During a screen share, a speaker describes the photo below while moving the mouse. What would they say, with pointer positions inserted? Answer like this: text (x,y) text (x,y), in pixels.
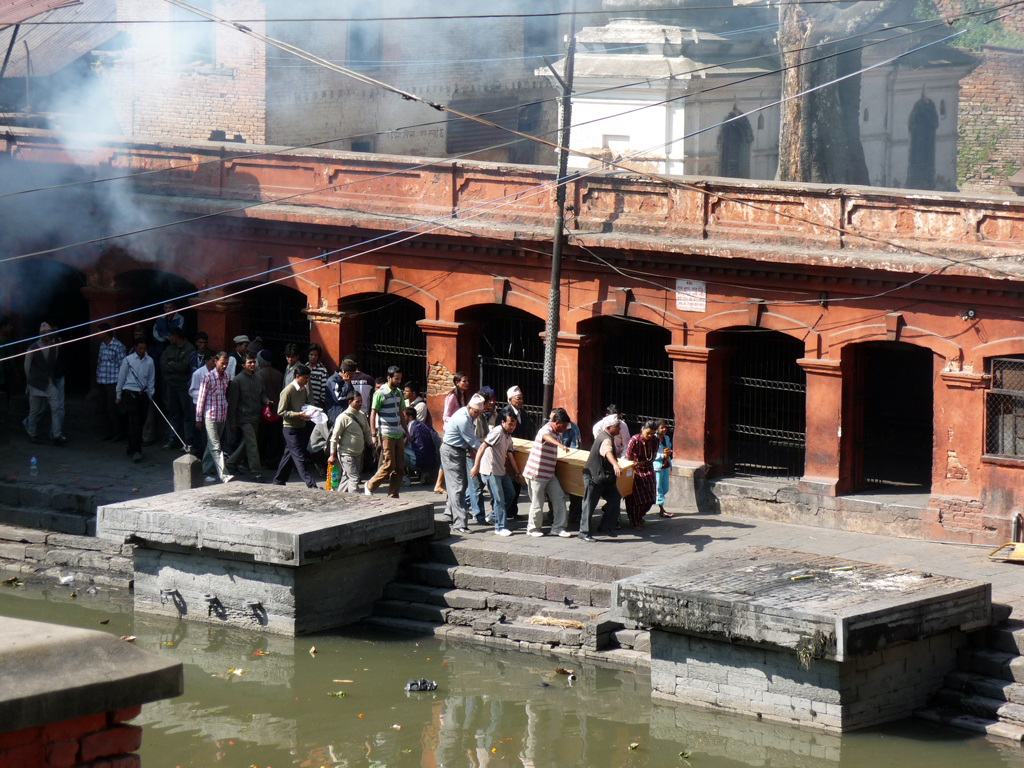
In this picture there is a water (946,760) at the bottom side of the image (1010,762) and there are people (551,455) in the center of the image (540,480), by holding box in their hands (568,449) and there is a pole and arches (634,369) behind them and there are buildings (149,82) and trees (853,107) at the top side of the image (741,120).
